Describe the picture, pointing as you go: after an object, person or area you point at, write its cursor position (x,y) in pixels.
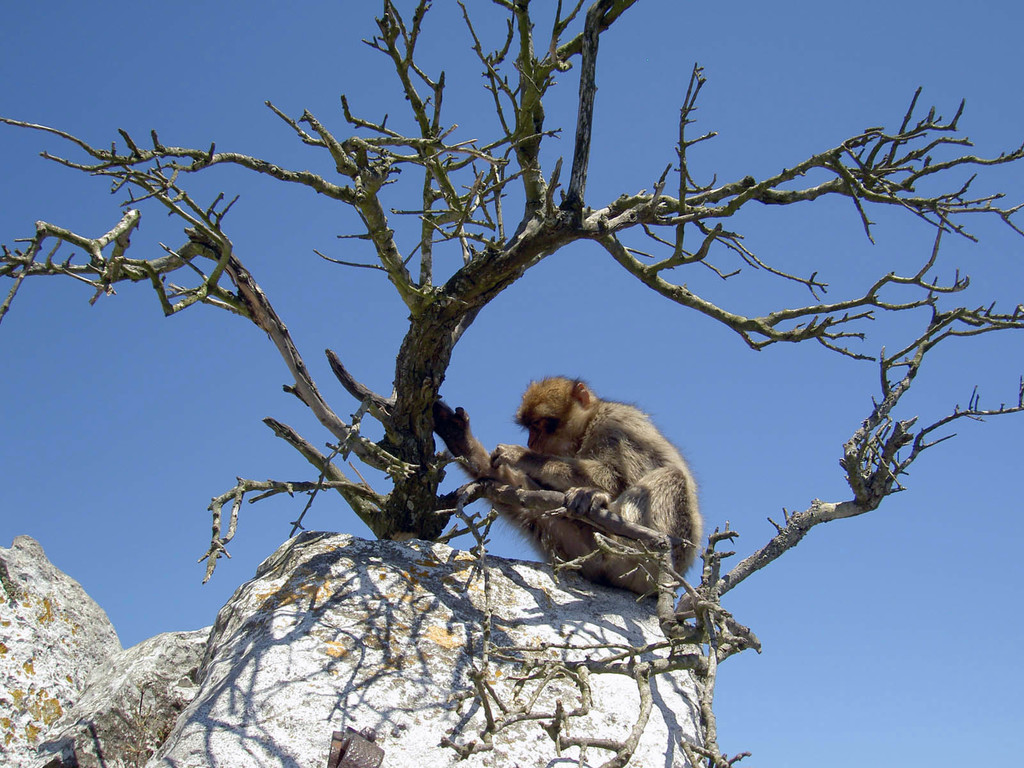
In this picture I can observe a monkey (611,481) sitting on the stone (304,690) in the middle of the picture (608,452). In front of the monkey (464,421) there is a tree (250,286).
